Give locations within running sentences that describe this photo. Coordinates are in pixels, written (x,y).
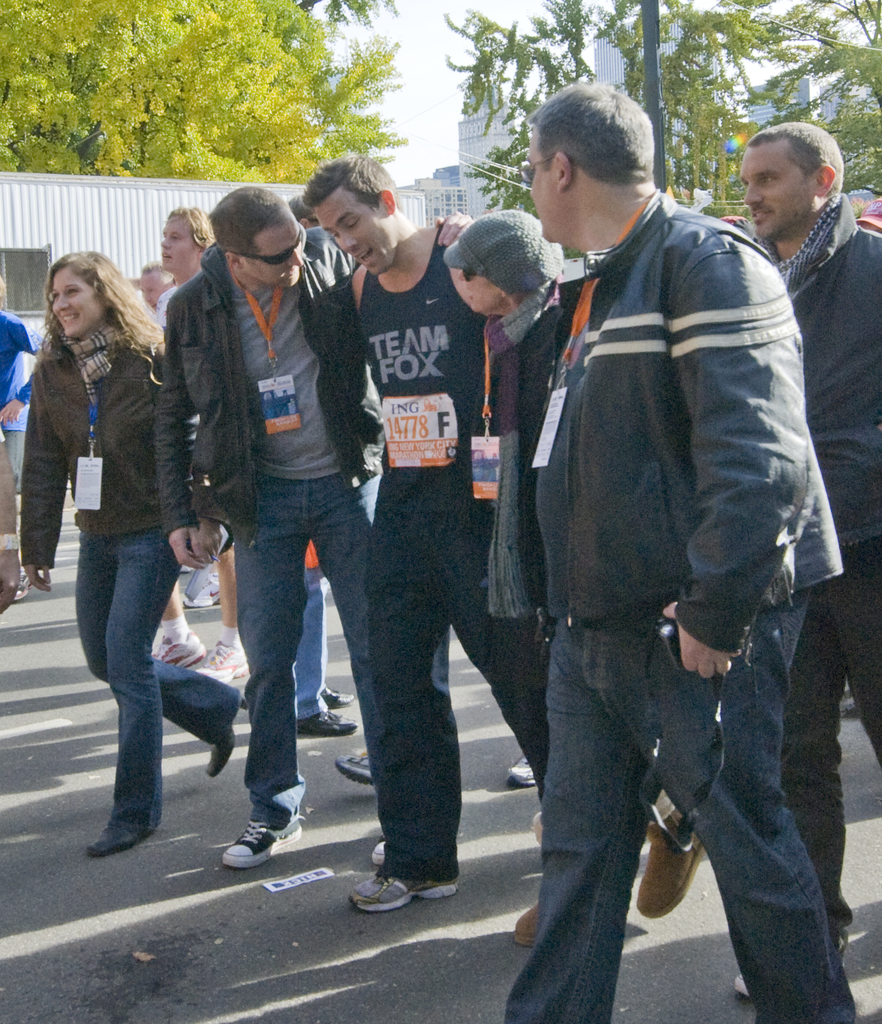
In this image we can see people (208,531) walking on the road (220,836). In the background (683,95) there are poles (653,63), buildings (628,81), trees (275,101) and sky (426,60).
